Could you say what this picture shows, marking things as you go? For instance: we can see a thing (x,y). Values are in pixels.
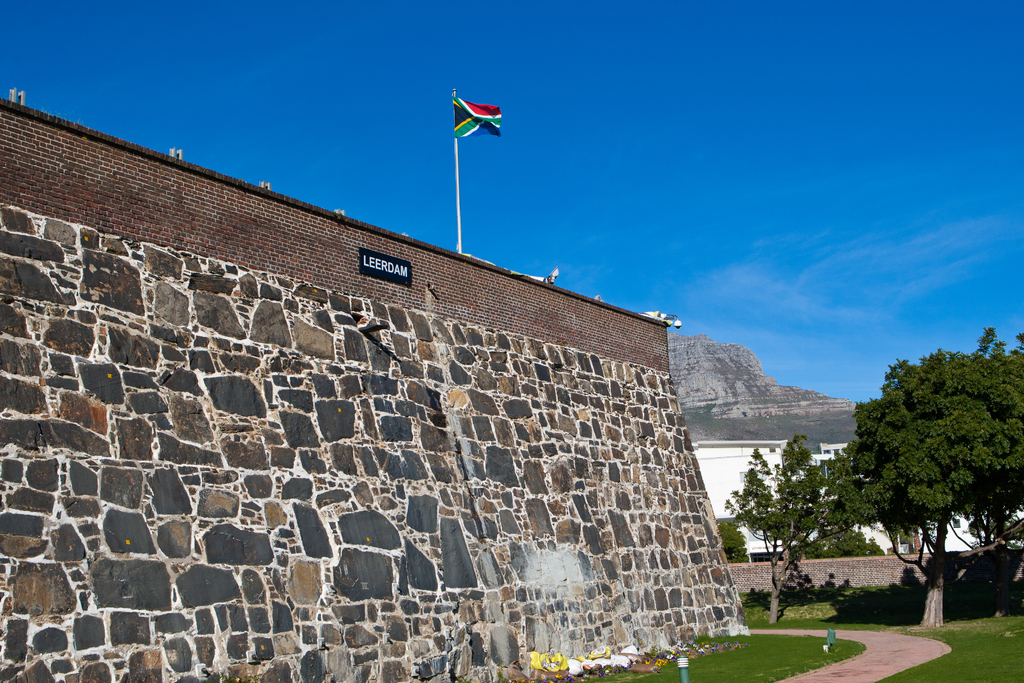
On the left (339,313) we can see a wall (356,426) and there is a name board (383,266) on it and there is a pole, flag (471,116) and some other objects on the top of the wall (490,467). On the right (797,637) we can see grass (754,657), path (849,663), trees (948,510), mountains (778,404), buildings (747,460). In the background (656,174) we can see clouds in the sky (810,136).
